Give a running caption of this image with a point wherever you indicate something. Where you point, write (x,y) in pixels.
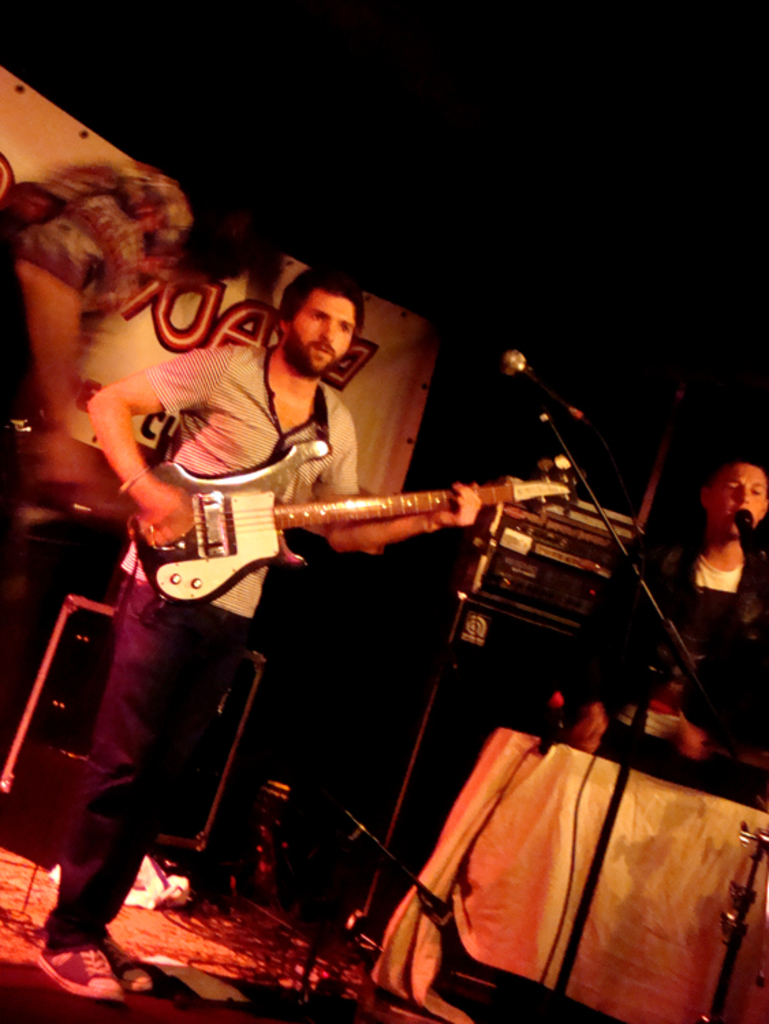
This person (287,290) is standing and playing a guitar (261,490). This person (677,557) is singing in-front of a mic (751,518). This are electronic devices (560,547). A mic (510,361) with mic holder (592,490). Banner (404,359) in white color.
